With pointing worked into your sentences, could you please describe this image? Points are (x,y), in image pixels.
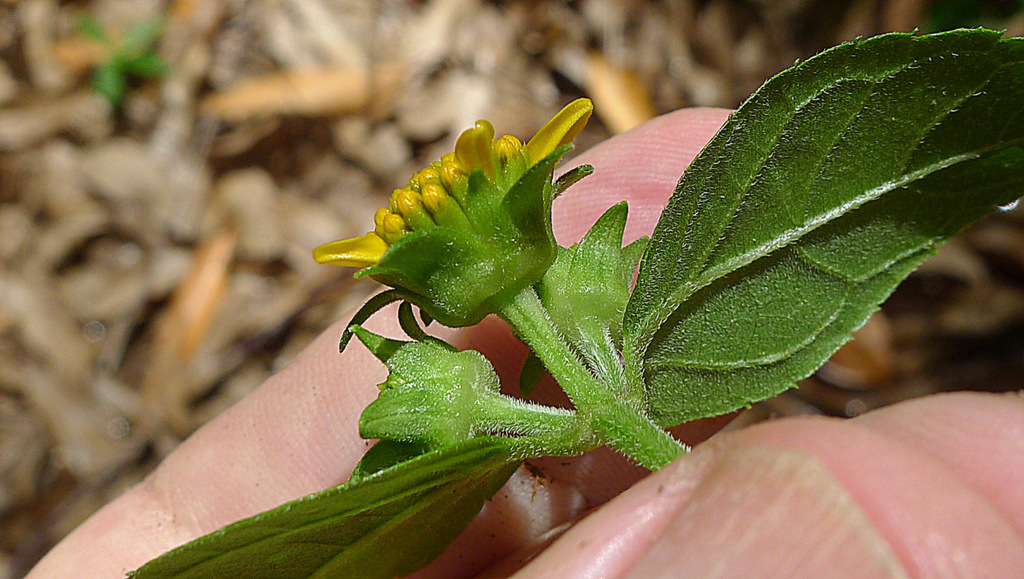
In this image we can see a person's hand (341,366) holding a flower (482,271) with leaves (666,353).
